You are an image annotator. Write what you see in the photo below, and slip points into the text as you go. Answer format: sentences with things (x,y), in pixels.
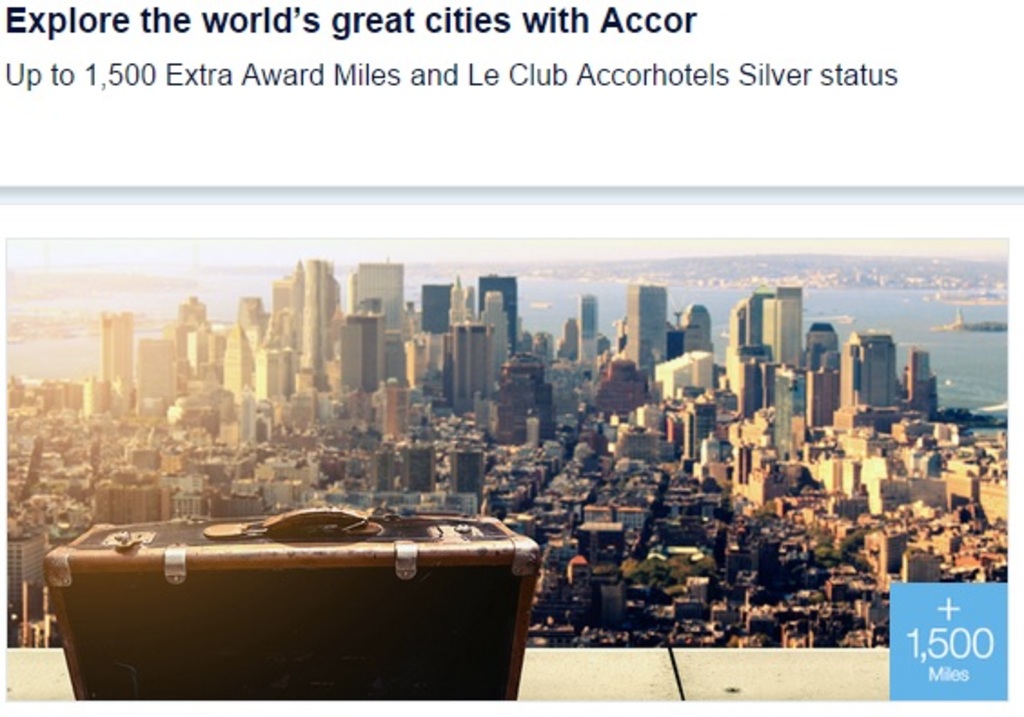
There is a black box (351,620) on the wall (551,655) and there are many buildings (367,407) in front of it and there is something written in the top (455,76).
